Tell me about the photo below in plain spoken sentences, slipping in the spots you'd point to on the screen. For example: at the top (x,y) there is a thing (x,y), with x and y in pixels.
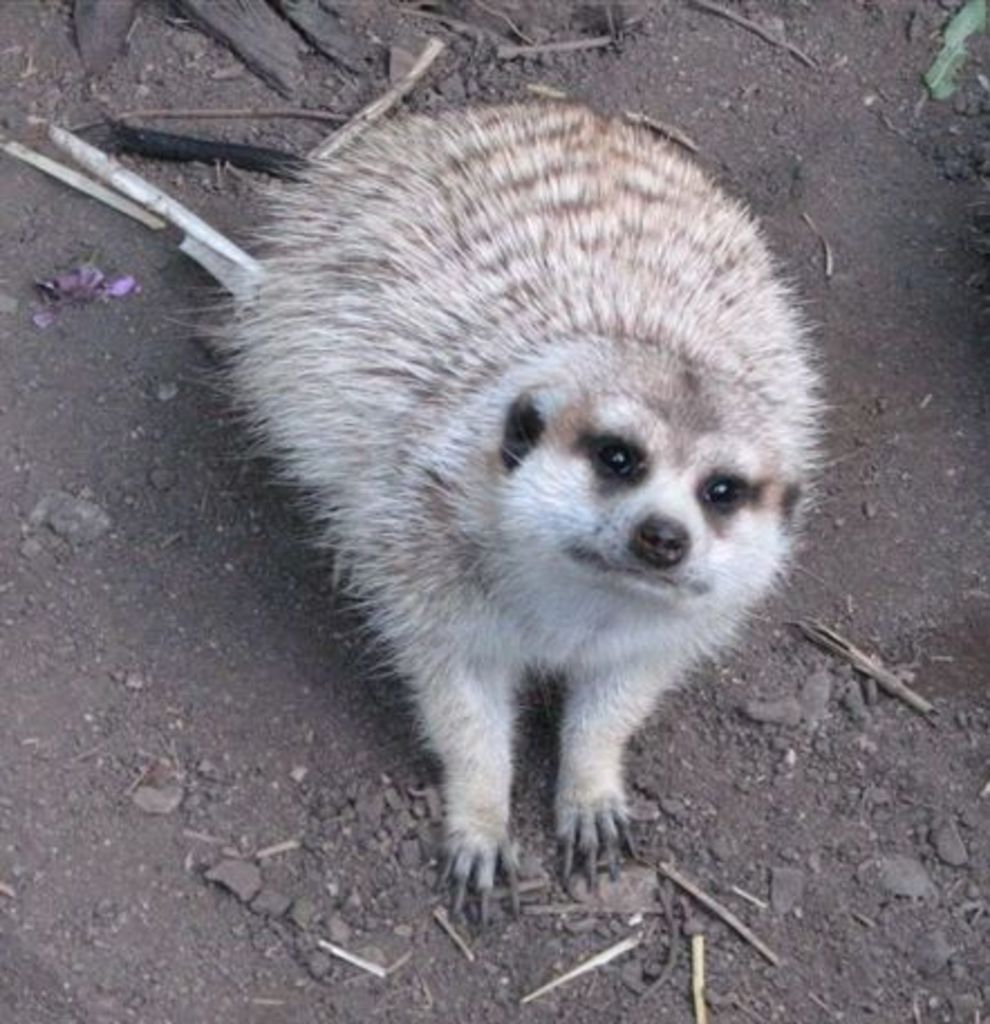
This picture is clicked outside. In the center (440,558) there is a white color animal (513,368) sitting on the ground (692,725). In the background (593,39) there are some items (937,95) placed on the ground (718,48).
